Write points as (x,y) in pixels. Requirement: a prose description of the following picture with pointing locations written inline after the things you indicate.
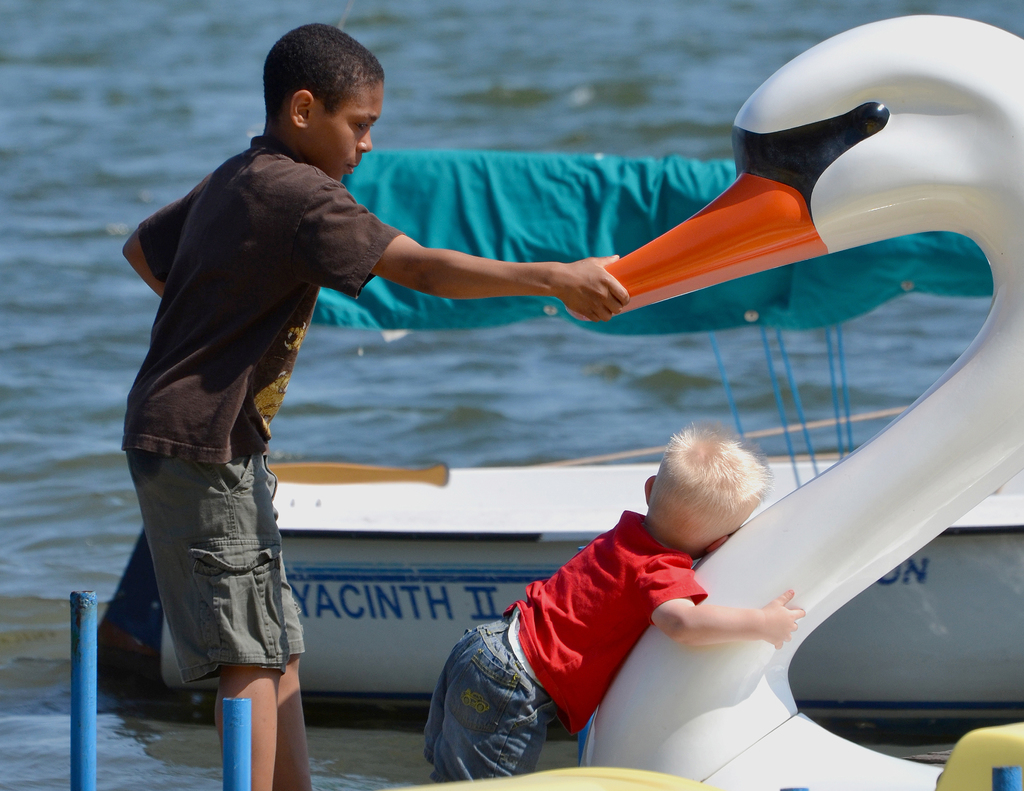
In this image we can see two persons (585,606) holding a boat (866,558). In the background (575,487) we can see boat (606,483) and water (441,391).
